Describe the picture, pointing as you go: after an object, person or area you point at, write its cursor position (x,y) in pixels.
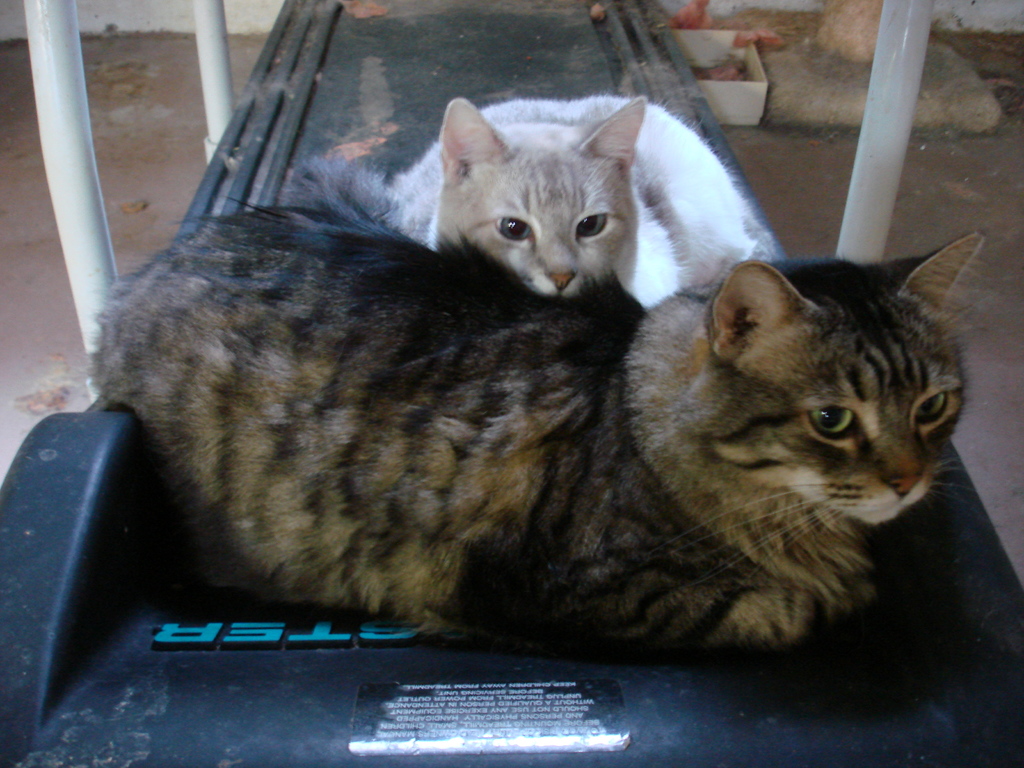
In this image, there is a black color treadmill (62,592), on that there is a black color and a white color cat (401,425) sitting.
